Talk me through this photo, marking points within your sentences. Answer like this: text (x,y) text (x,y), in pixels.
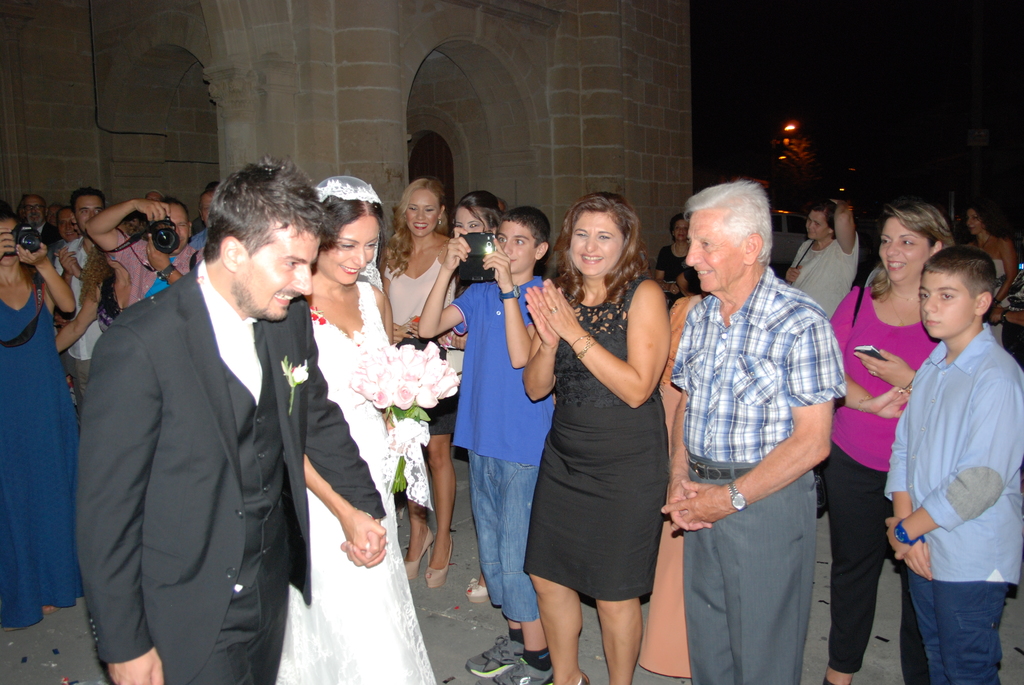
In the center of the image (351,333), we can see a bride (323,495) and a bridegroom (223,403) and one of them is holding a bouquet (354,385) and in the background (599,271), there are people (606,273) and some of them are holding cameras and mobiles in their hands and there is a wall (537,103) and we can see some lights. At the bottom (449,607), there is a floor (463,619).
